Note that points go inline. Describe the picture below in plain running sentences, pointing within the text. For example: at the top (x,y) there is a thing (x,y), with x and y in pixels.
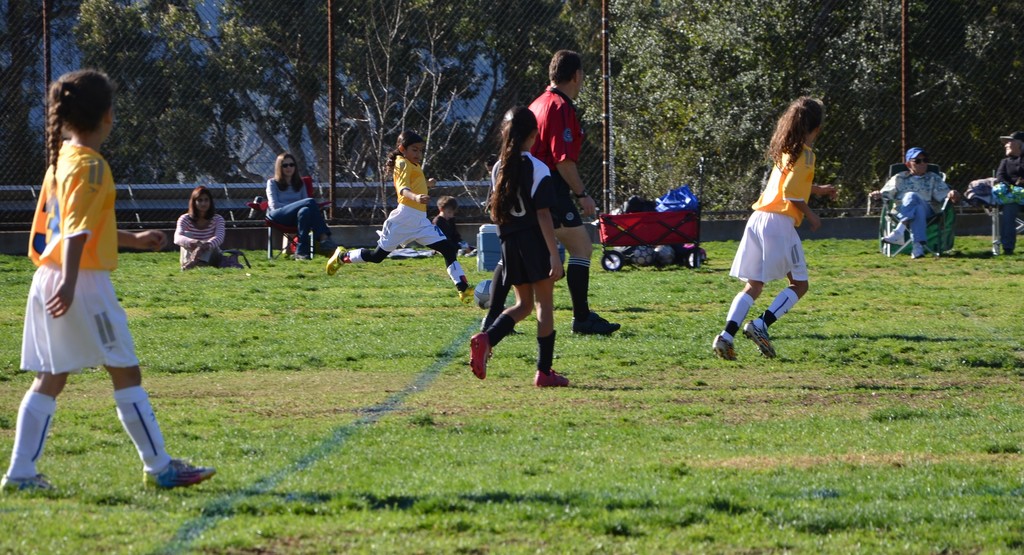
This picture is clicked in the ground (765,502) or in the garden (781,496). We see girls (431,240) are running in the garden (711,417). We even see a man (551,155) with red t-shirt (562,131) wearing shoes (598,315) is walking on the ground (612,305) holding something in his hands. At back (302,245), we can see the woman (320,236) sitting on the chair (273,227) and she is wearing goggles (288,164). On the right (1009,215), we see two men (926,171) sitting on two chairs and talking to each other and they were wearing caps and behind these people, we can see fence (866,174) and behind fence (476,85), we see trees (420,59).
